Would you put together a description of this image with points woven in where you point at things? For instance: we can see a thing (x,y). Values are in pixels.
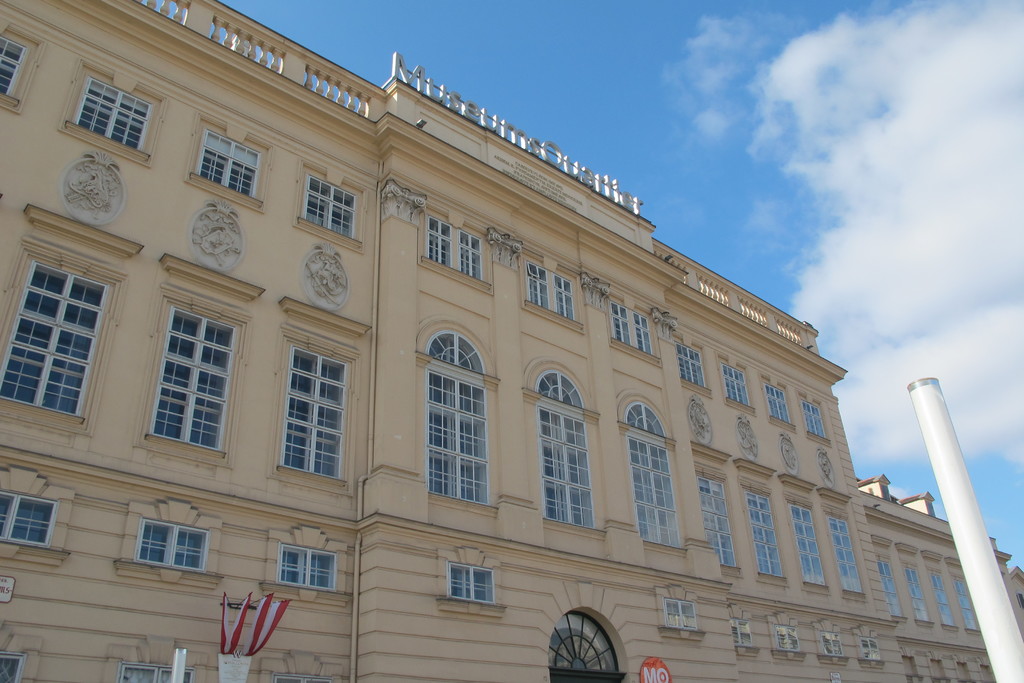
In this picture we can see a building (398,477), here we can see a pole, poster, some objects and we can see sky (928,16) in the background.
